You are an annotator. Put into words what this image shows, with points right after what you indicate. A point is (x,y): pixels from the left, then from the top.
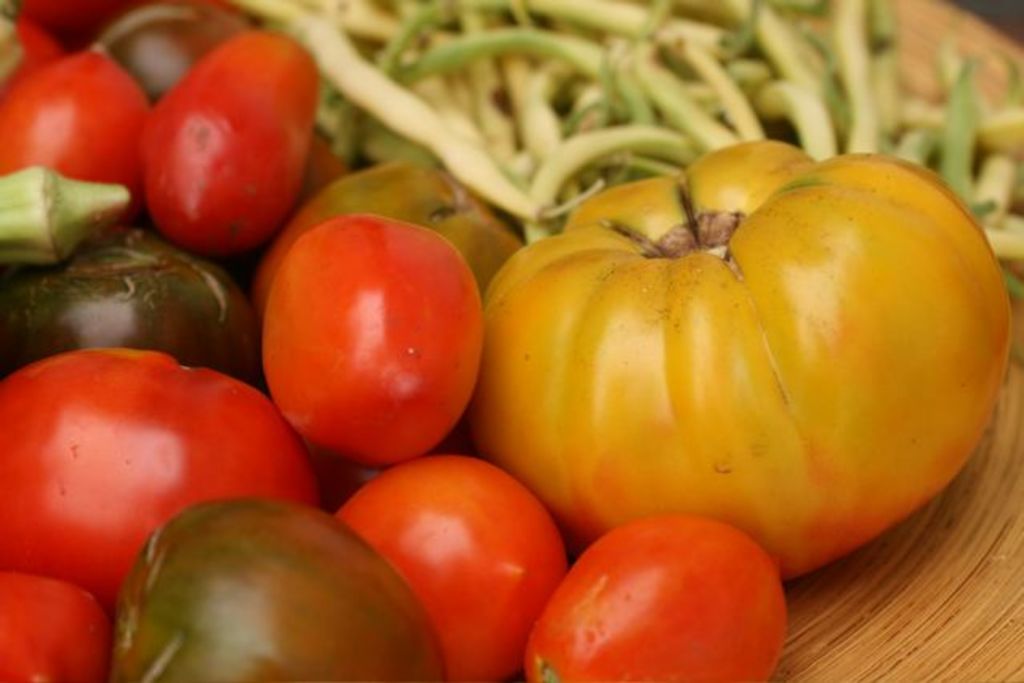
The picture consists of tomatoes (391,388), beans (667,78) and other vegetables (36,228), on a table (844,610).
